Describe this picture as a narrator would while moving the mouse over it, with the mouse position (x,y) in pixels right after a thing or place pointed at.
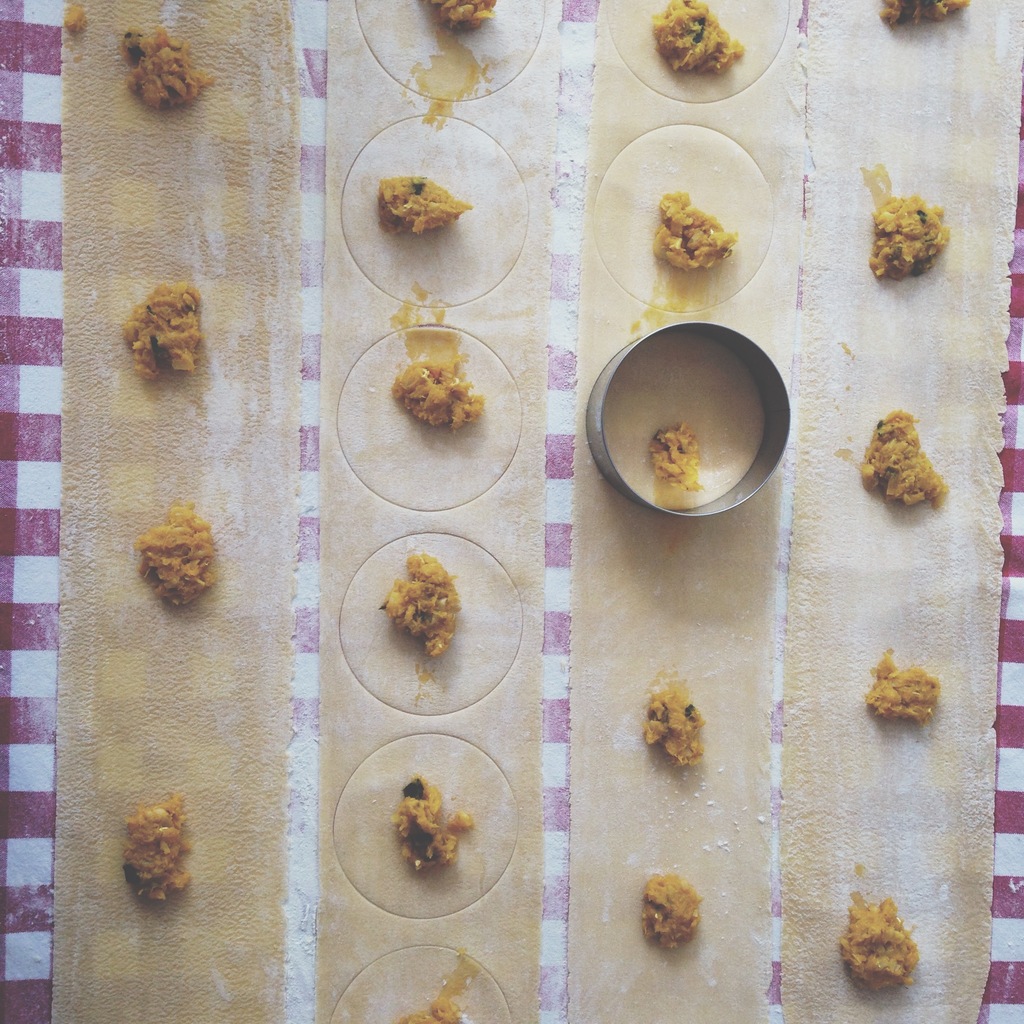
There is a red and white striped surface (18,157). On that we can see a preparation of a food item (571,663). And there is a round steel object (735,492).
